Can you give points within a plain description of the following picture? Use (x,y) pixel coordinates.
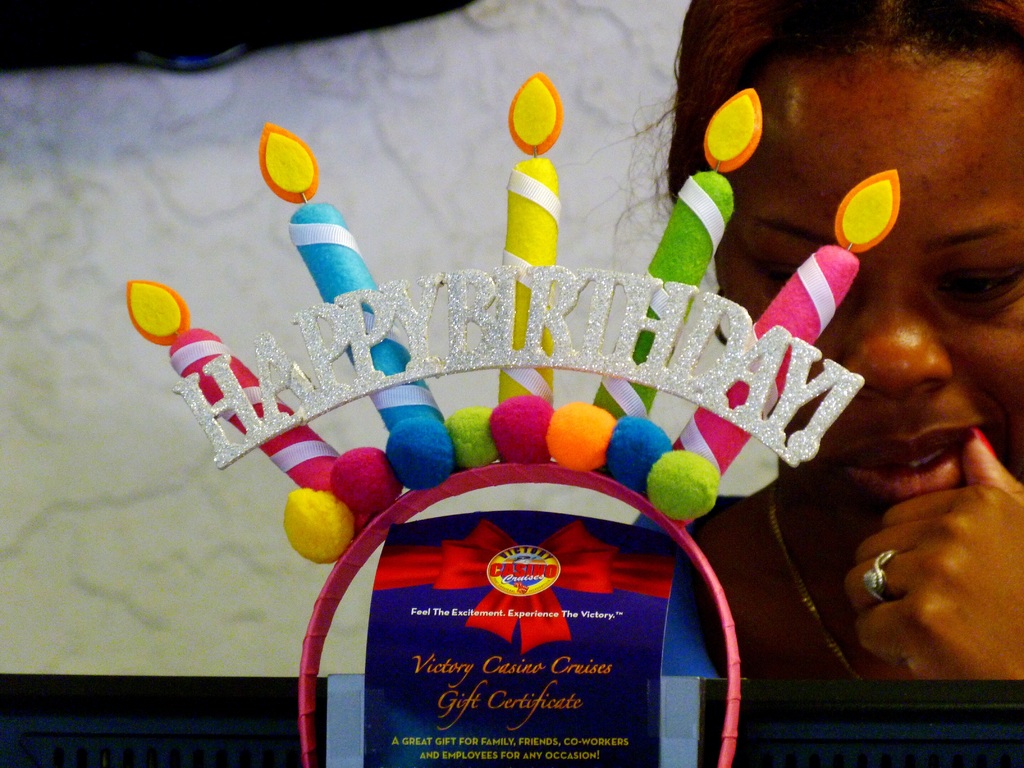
In this image we can see a colorful gift (447,492). In the background (697,59), we can see a woman (873,438).
